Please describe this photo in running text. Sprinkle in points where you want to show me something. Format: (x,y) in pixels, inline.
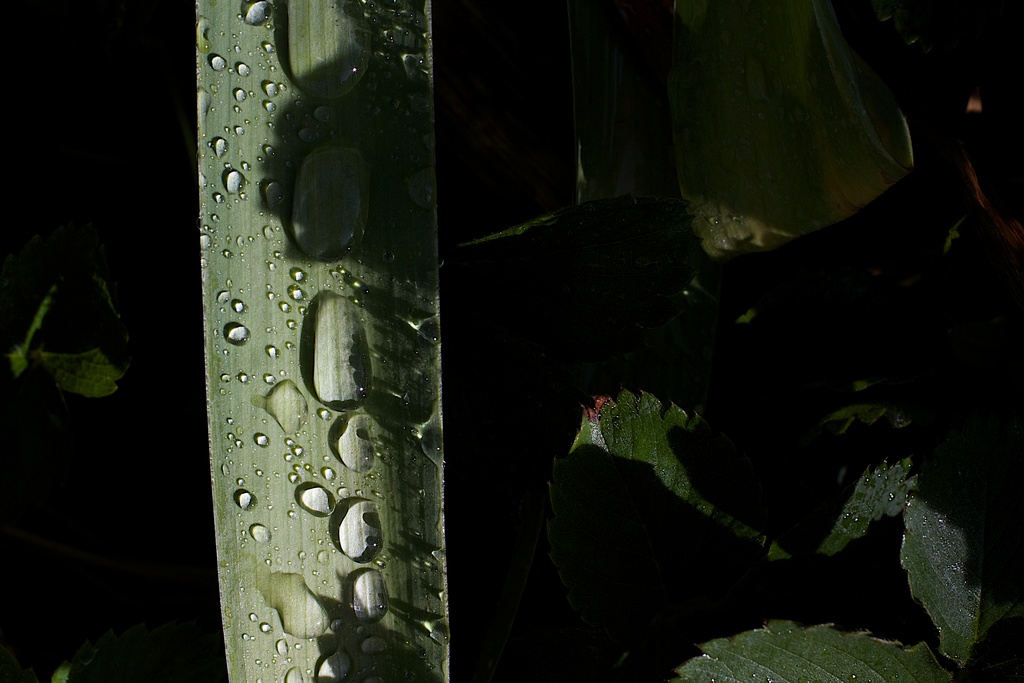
In the center of the image (444,454) there is a leaf (221,605) with water drops (260,682) on it. To the right side of the image (708,671) there are leaves (702,668).
